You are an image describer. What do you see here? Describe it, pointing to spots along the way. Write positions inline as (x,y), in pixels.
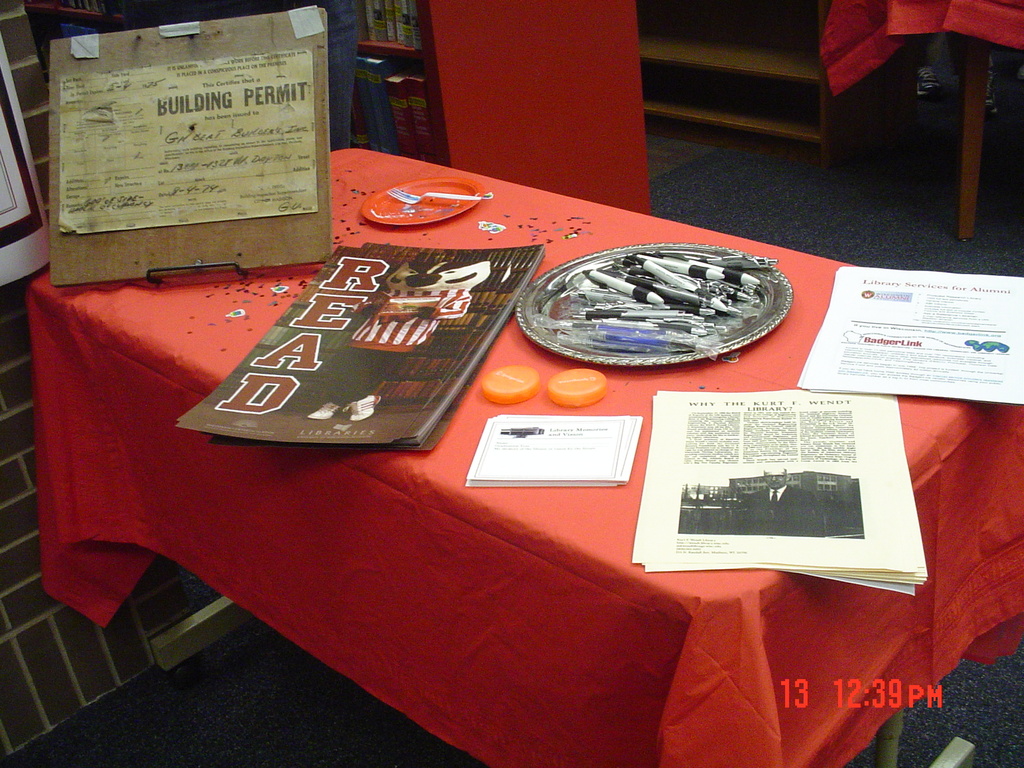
This is a table (412,613), which is covered with a red color cloth (917,659). I can see a plate (532,305) with pens (620,300), books (468,253), papers (646,528), board (93,268), plate (420,219) with a fork (418,199) and few other things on it. At the top of the image (369,63), I can see the books (372,93), which are placed in the shelf (435,60). On the left side of the image (24,403), that looks like a wall (19,600). At the top right side of the image (836,45), I can see a cloth (834,49). This is the watermark (797,689) on the image.
